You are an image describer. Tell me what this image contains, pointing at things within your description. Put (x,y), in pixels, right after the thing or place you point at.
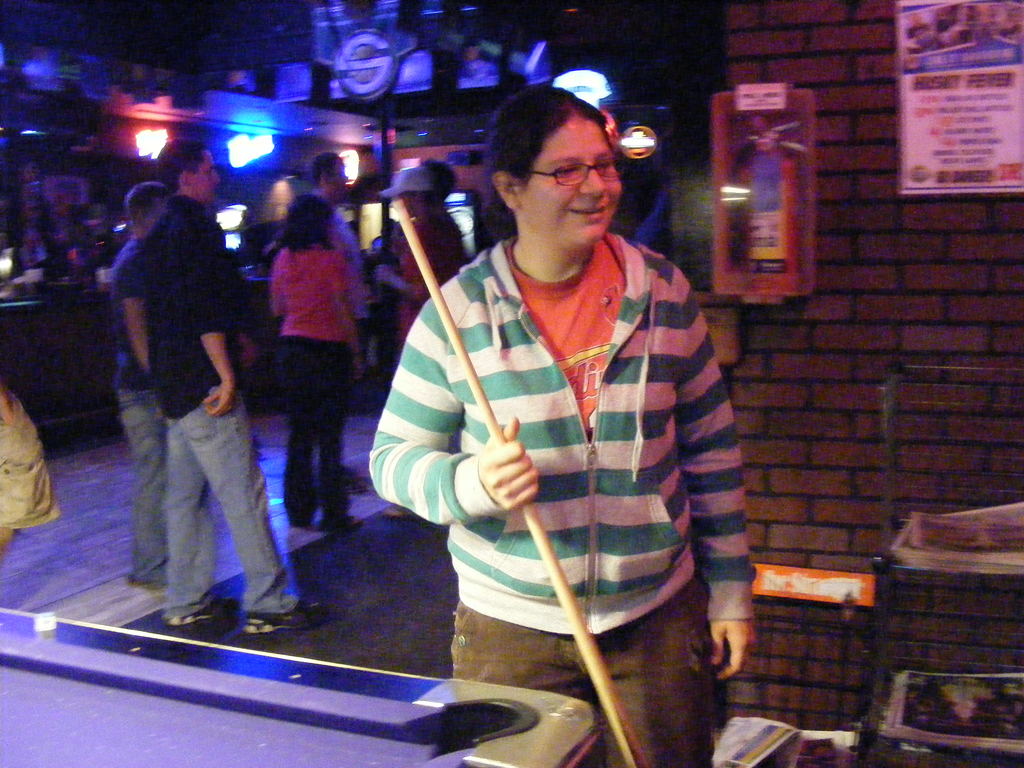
In this picture we can see a lady (572,477) holding a stick (462,355) in blue and white jacket (618,408) and behind her are some people (132,203) Standing and some lights (150,141) and notes (934,48) to the wall (870,64).
